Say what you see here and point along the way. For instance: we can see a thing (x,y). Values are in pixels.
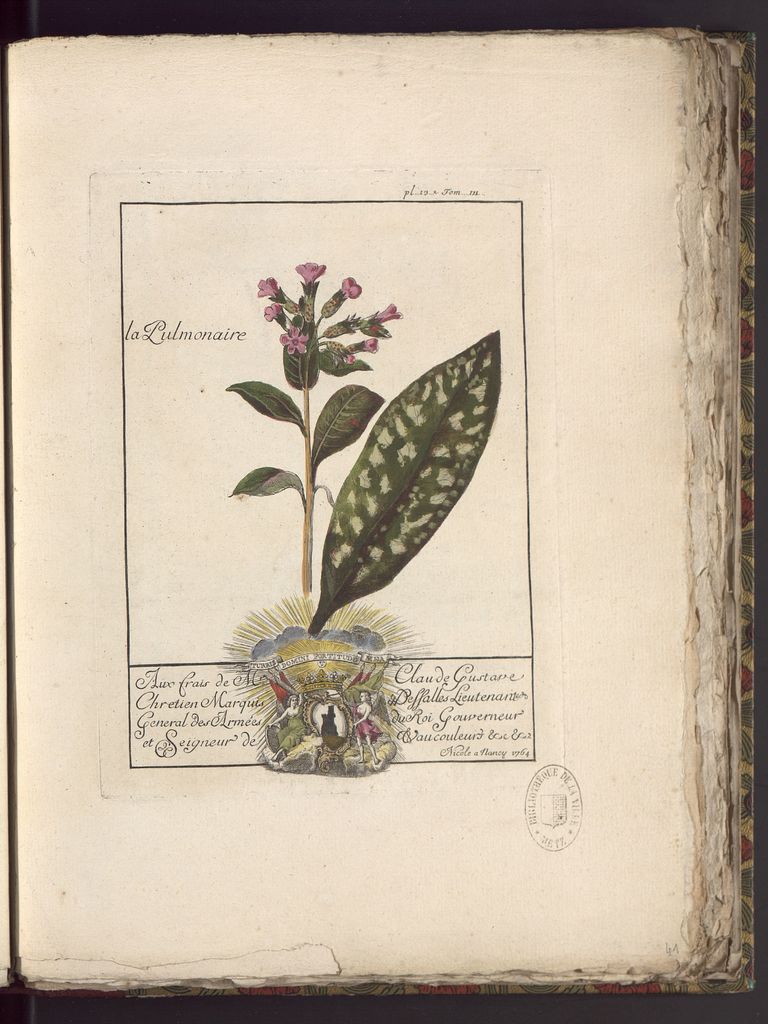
In this image in the middle (420,524), there is a book (137,246), paper (390,392) on that there is a plant (390,504), leaves (332,447), flowers (324,333), logo (339,718) and text (391,695).
